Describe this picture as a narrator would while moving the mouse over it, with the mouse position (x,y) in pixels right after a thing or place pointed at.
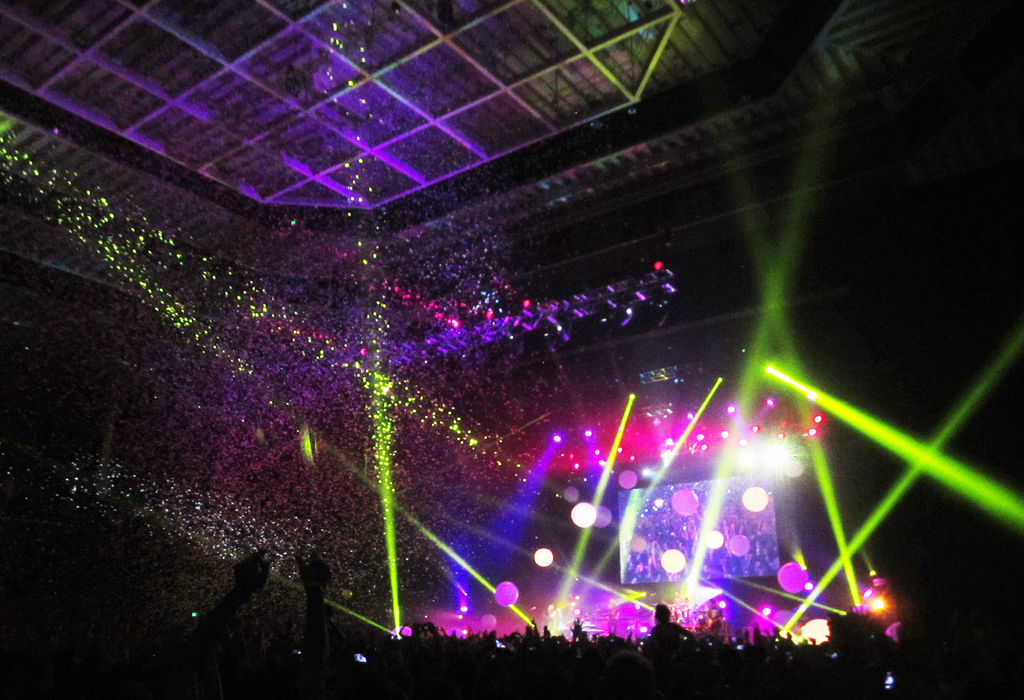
In this picture we can see the lights (719,600) and light rays (793,636). In the background (677,534) we can see a screen (658,539) and in this picture we can see people's (692,643). Bottom portion of the picture (649,643) is dark. At the top (408,57) we can see the ceiling (428,99).
